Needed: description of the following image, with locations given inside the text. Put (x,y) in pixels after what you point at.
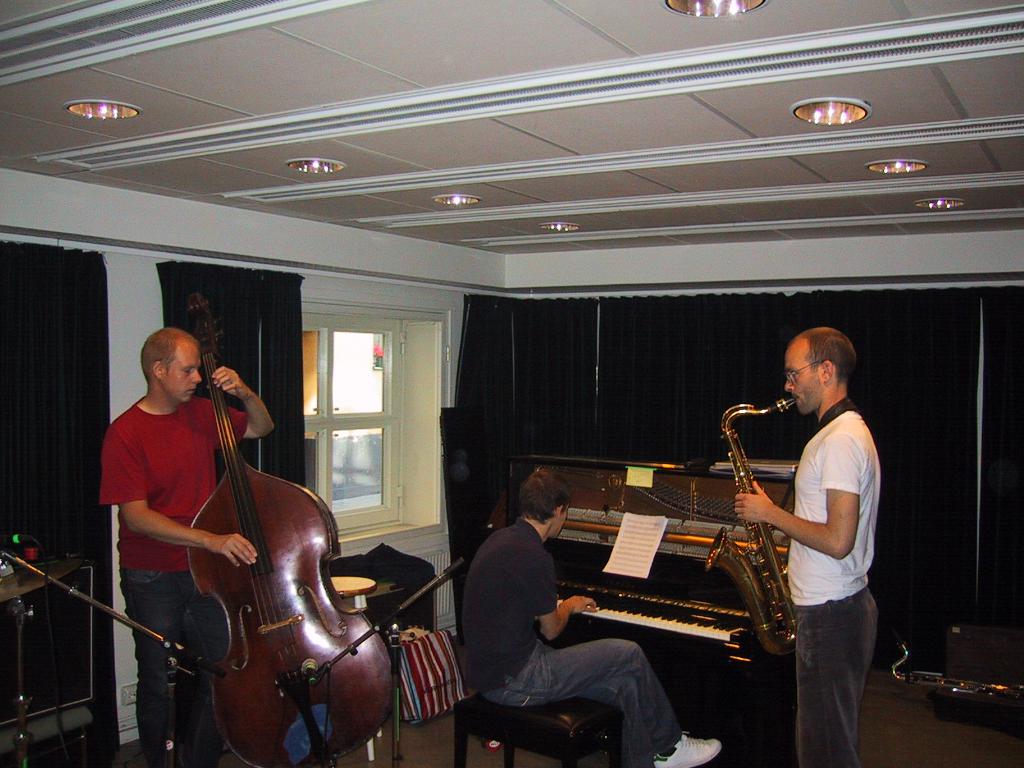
In this image we can see three persons (480,566) playing the musical instruments (571,640). We can also see the mics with the stands (22,613). Image also consists of the window (348,471), curtains (32,322), floor (923,707) and also the ceiling (687,100) with the ceiling lights (682,5). We can also see the papers (628,542) and we can see the center person (543,609) sitting.
